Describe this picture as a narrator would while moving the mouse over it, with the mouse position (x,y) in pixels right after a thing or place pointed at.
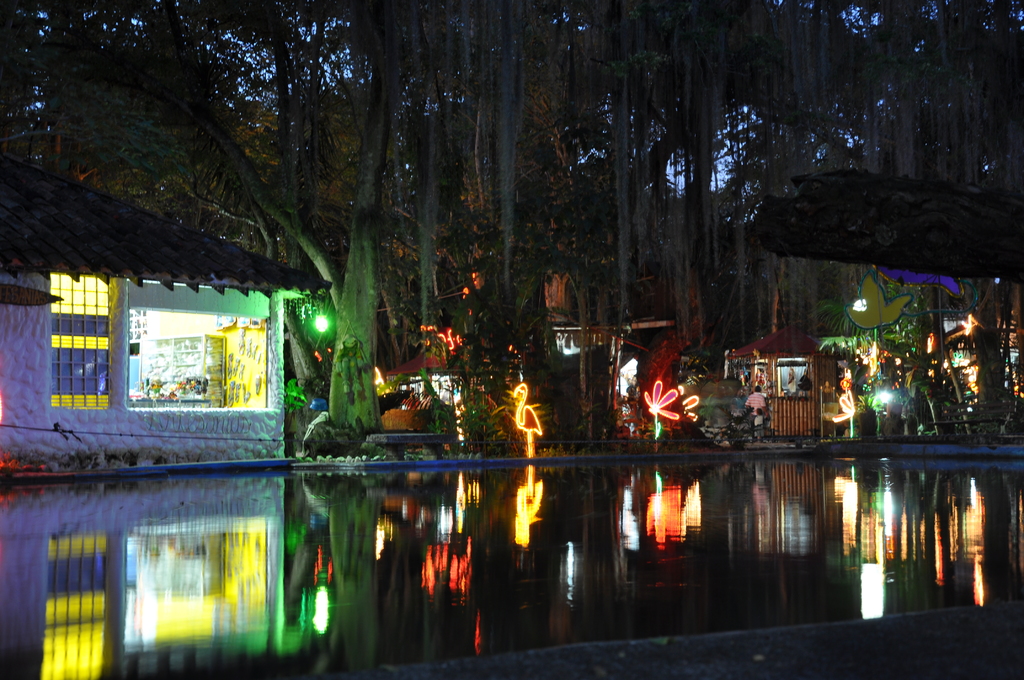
In this image we can see some water (531,549) and in the background of the image (476,337) there are some huts (67,344), trees (748,325), there are some lights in different shapes and top of the image (715,185) there is clear sky (673,173).
